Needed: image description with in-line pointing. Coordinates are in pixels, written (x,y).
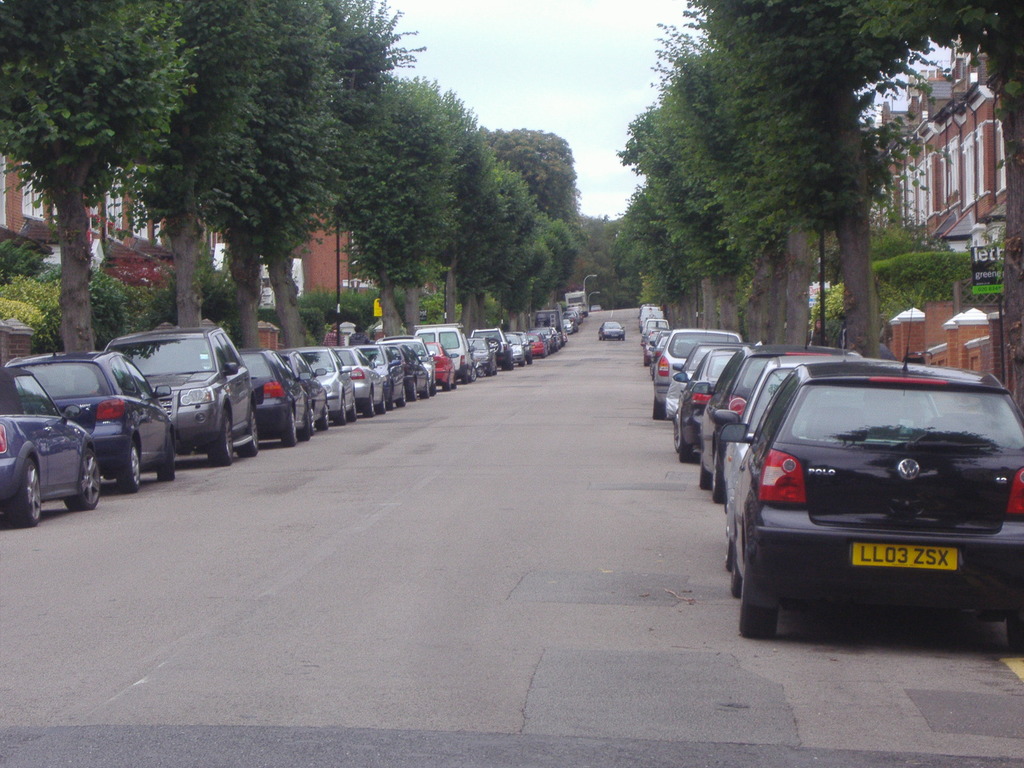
In this image in the middle (560,373) there are cars (727,527), trees (197,189), buildings (3,182), posters (985,287), poles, road (587,394) and sky (540,73).
